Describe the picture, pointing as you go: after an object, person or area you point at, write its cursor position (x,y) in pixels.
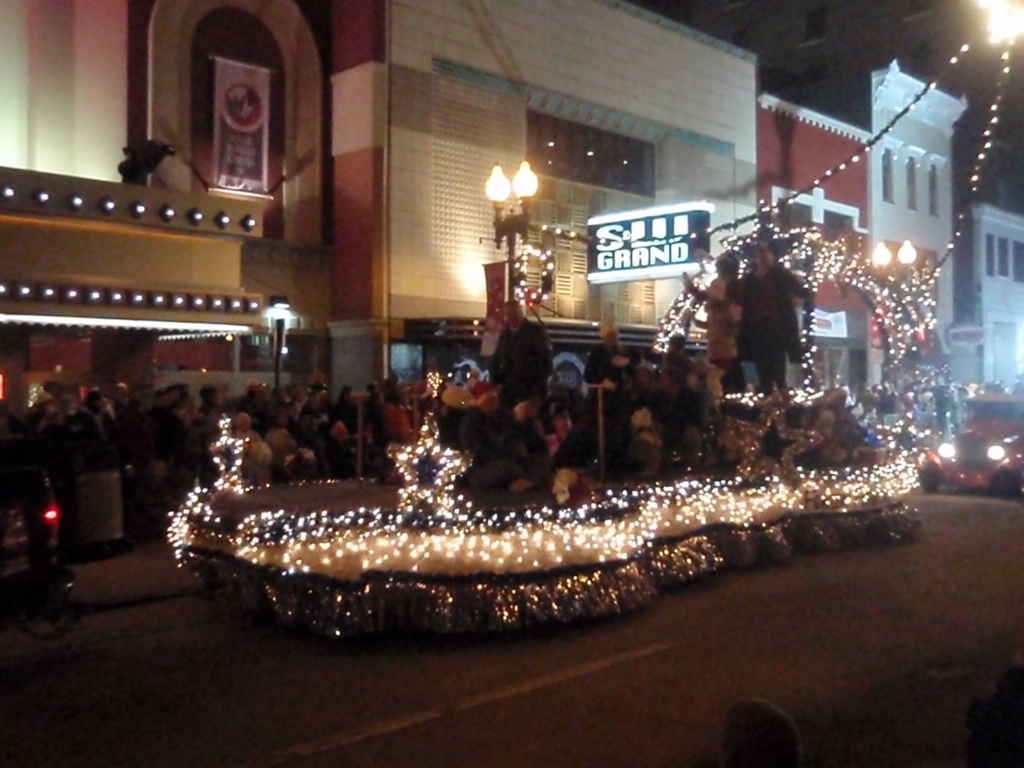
In this image I can see the vehicles (585,524) on the road (847,577). I can see one vehicle (581,560) is decorated with lights (591,534) and there are few people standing on the vehicle (756,422). To the side of the road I can see the poles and the group of people (404,422) with different color dresses (365,429). In the background (421,162) I can see the buildings (981,233) and there is a banner (251,157) attached to the building (195,131). And there is a black background (935,62).
